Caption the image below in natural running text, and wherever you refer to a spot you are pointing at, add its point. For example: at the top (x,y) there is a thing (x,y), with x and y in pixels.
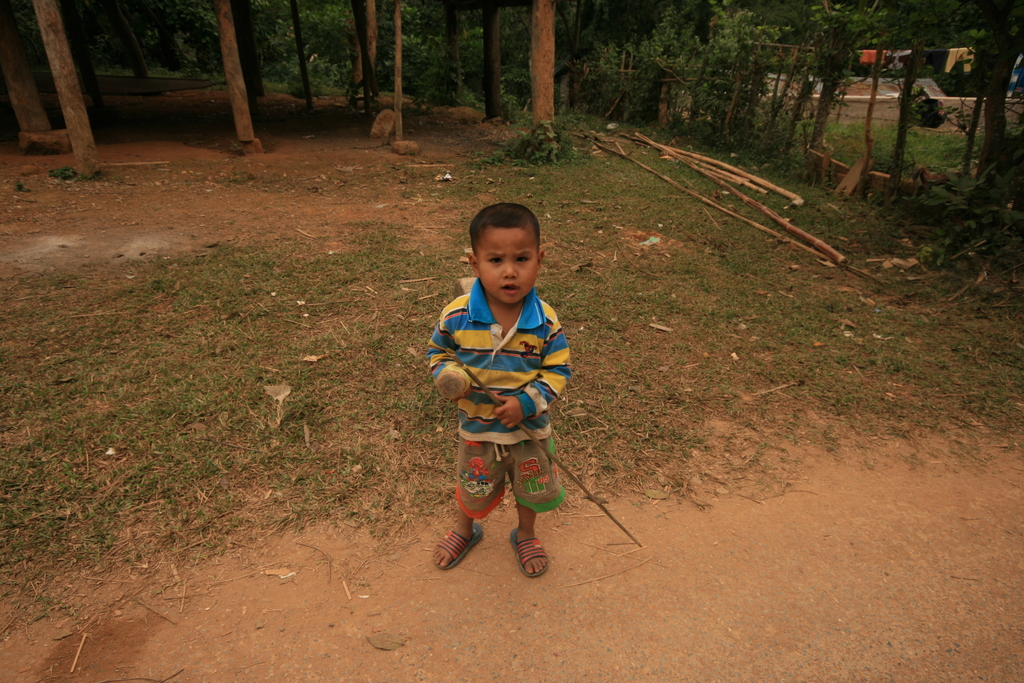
In the center of the image (513,430), we can see a boy (466,392) holding a stick (499,400) and in the background (541,106), there are trees (626,67), poles (536,89), some logs (718,179) and we can see clothes (937,56) hanging on a rope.
